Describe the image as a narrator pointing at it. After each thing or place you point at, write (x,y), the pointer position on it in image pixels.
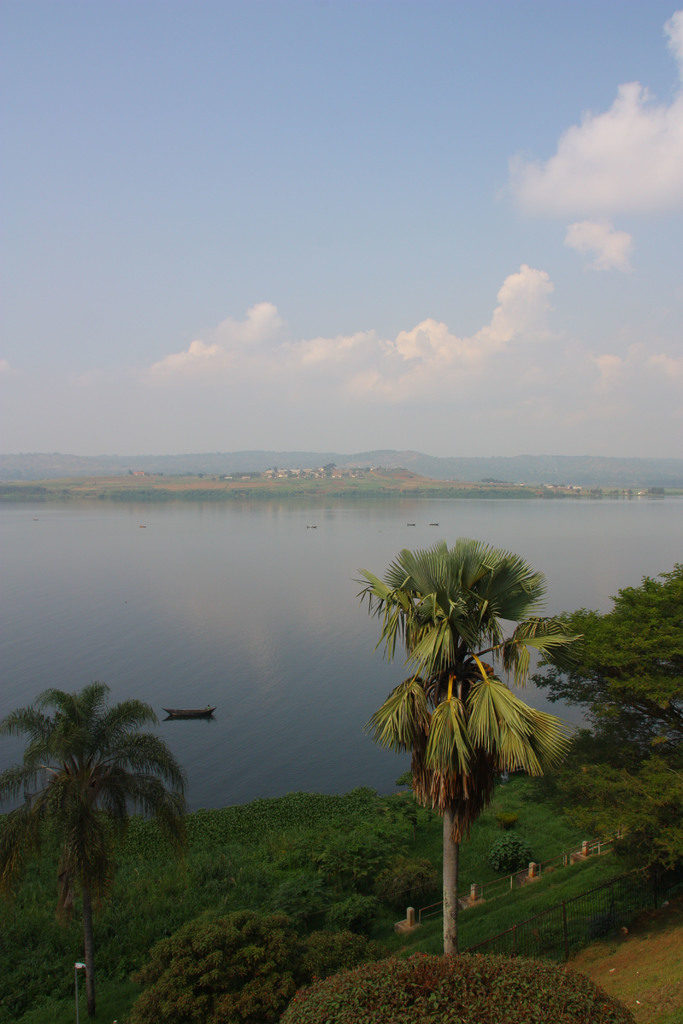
In the image we can see trees (499,646), water (330,643), hills (422,468) and the cloudy sky (415,330). We can see there are even boats (409,525) in the water (207,683) and the path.
